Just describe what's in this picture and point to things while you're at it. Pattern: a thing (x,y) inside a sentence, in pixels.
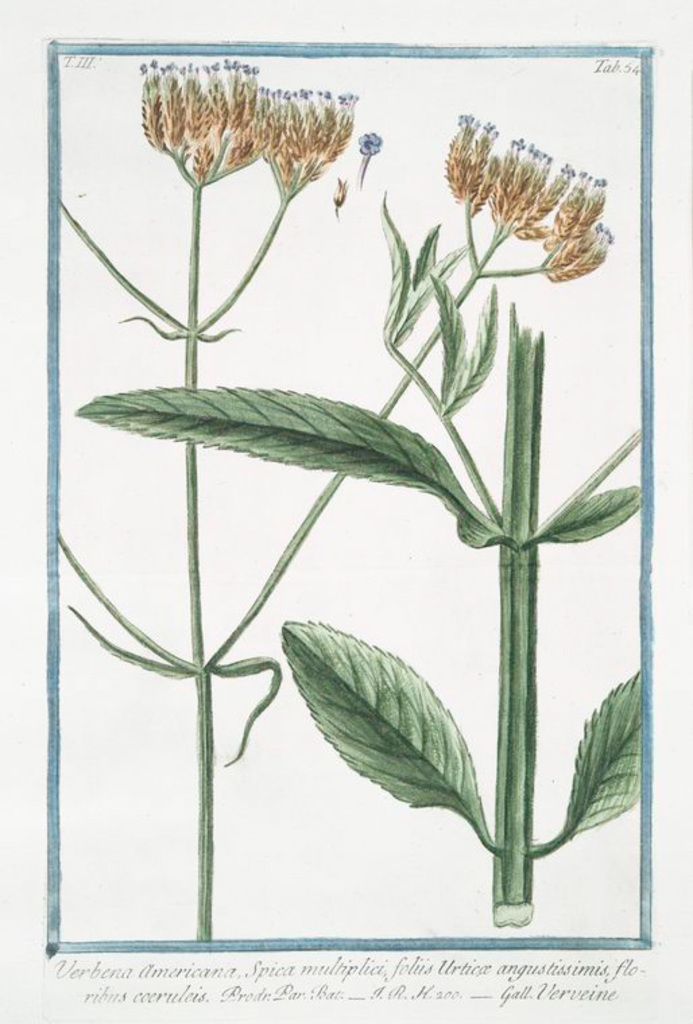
The picture is looking like a page in a book. At the bottom (161,975) there is text (216,967). In this picture we can see leaves (309,466), stems (429,350) and flower like objects (227,108).
